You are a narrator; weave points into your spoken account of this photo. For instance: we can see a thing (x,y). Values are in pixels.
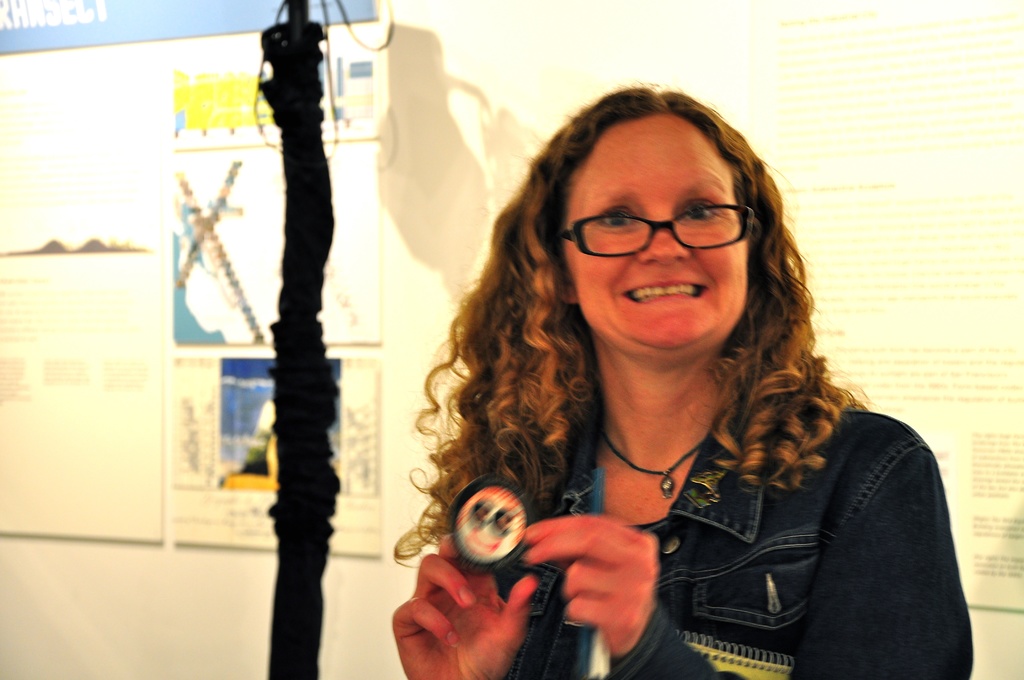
In this image we can see a person (608,287) standing and holding an object (495,553), there is a rod (281,545) beside the person (757,266) and there are few posters (230,369) to the wall (461,189) in the background (992,425).
